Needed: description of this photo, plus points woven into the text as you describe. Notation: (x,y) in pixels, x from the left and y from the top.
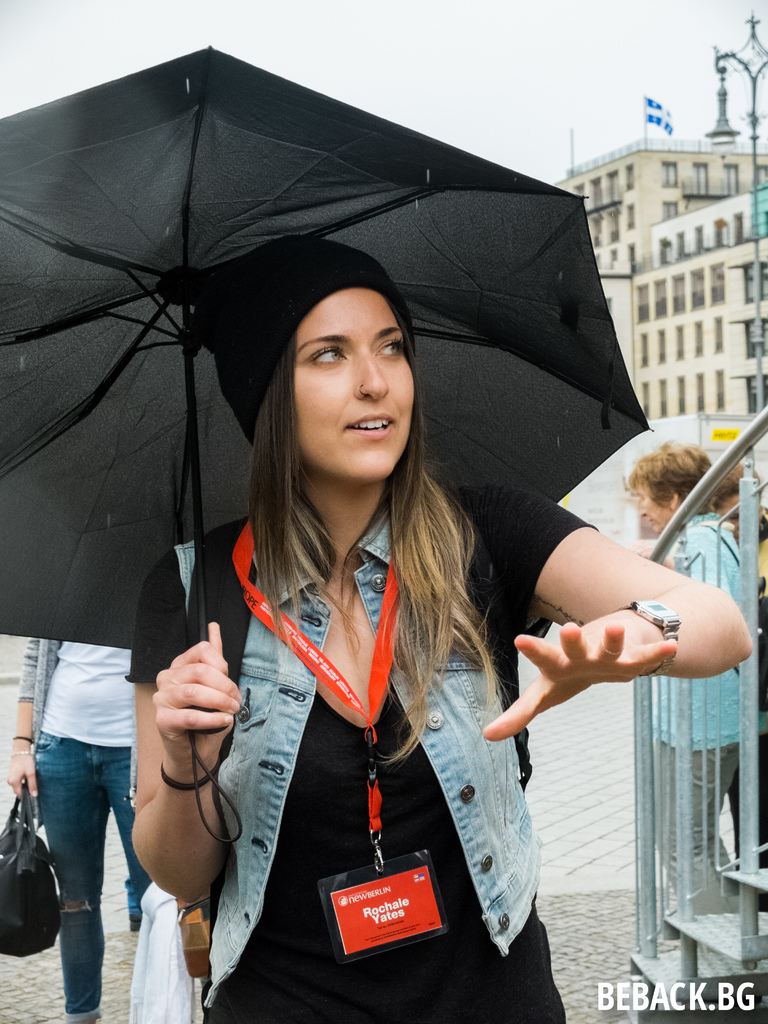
In this picture there is a woman (356,590) who is wearing cap (248,315), jacket (502,757), watch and black dress (291,952). She is holding an umbrella (220,406). On the left (89,761) there is another woman (117,781) who is wearing, t-shirt (85,693), jeans (88,798) and holding a black bag (29,893). On the right (716,500) I can see the woman (699,805) who is standing near to the stairs (746,889) and fencing (756,440). In the background (703,195) I can see the building (690,292) and street lights (759,378). At the top of the building (693,218) I can see the flag (649,103) and railing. At the top (383,60) I can see the sky (352,53) and clouds (374,52). In the bottom right corner (617,996) there is a watermark (613,985).
